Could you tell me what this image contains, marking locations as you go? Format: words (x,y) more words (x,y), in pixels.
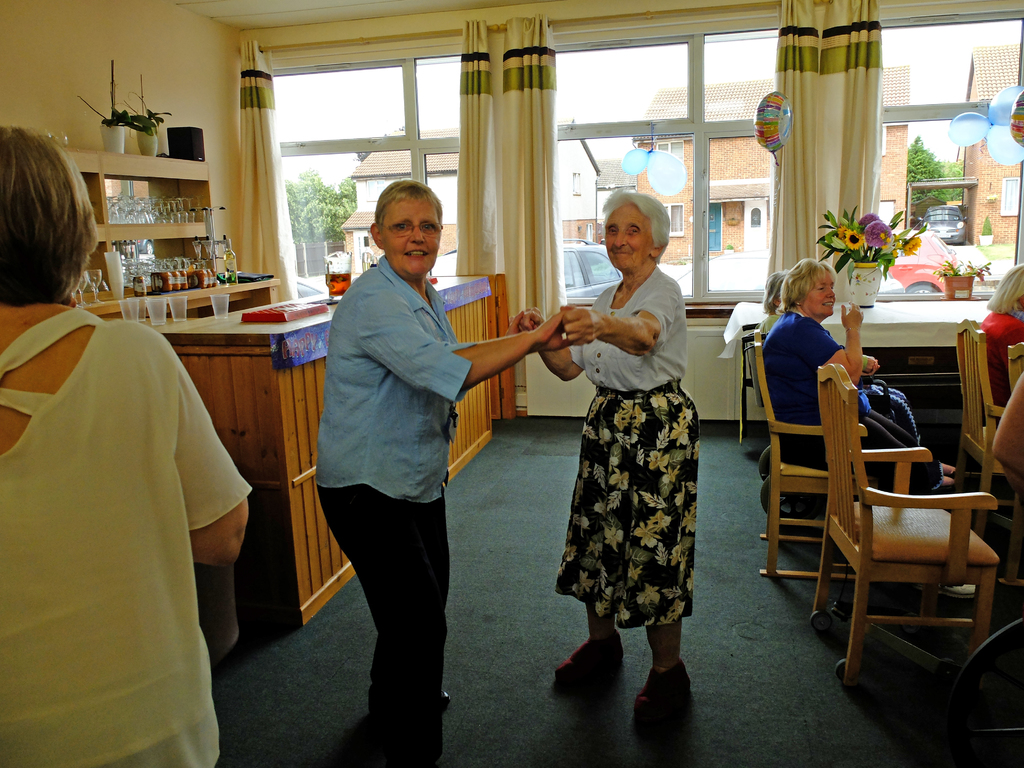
In the middle of the image (672,497) two women (641,223) are dancing. Bottom right side of the image (895,541) few people (1022,479) sitting on the chair (967,524) and there is a table (980,309), On the table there is a plant (875,246). Top right side of the image (979,187) there is a glass window (884,279). Through the window (1004,17) we can see the tree (944,200) and car (943,236). Bottom left side of the image (176,659) there is a woman (63,192) standing. Top left side of the image (162,132) there is a wall (56,69) and there is a roof (310,12).
